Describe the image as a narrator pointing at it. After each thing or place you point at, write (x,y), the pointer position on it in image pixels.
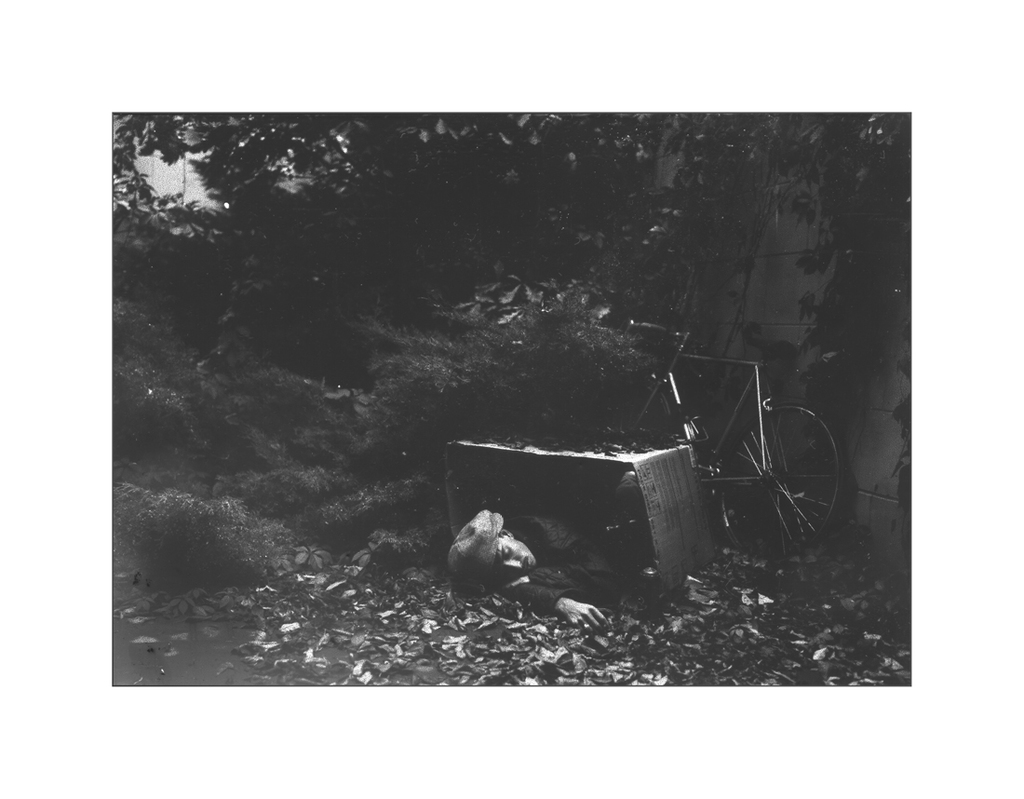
This is a black and white image. In this image we can see a person (578,573) lying on the ground (563,631). And he is wearing a cap (485,527). Also there is a box (575,452) above him. In the back (673,407) there is a cycle (824,423) near to the wall (739,322). On the ground (597,631) there are leaves (629,616). In the background (327,279) there are trees (322,302).
